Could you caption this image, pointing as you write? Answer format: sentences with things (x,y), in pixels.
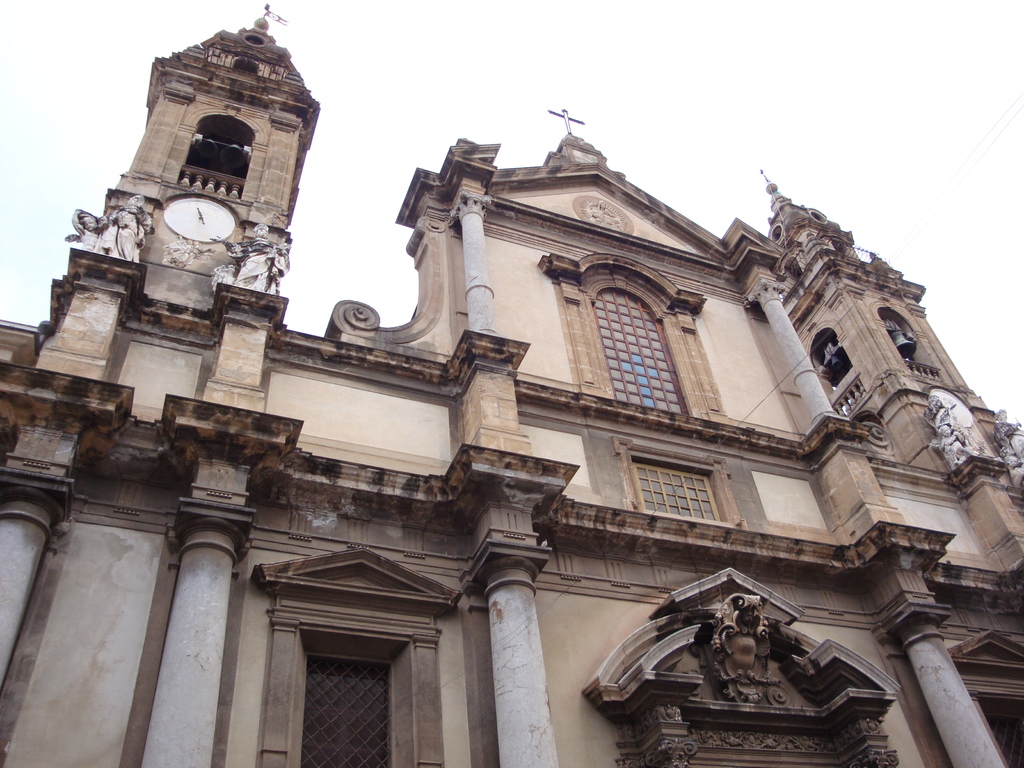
In this image I can see the building (537,428). There are some statues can be seen to the building (222,413). I can also see the clock (174,225) to the building (142,318). In the back (400,126) I can see the white sky (345,86).
